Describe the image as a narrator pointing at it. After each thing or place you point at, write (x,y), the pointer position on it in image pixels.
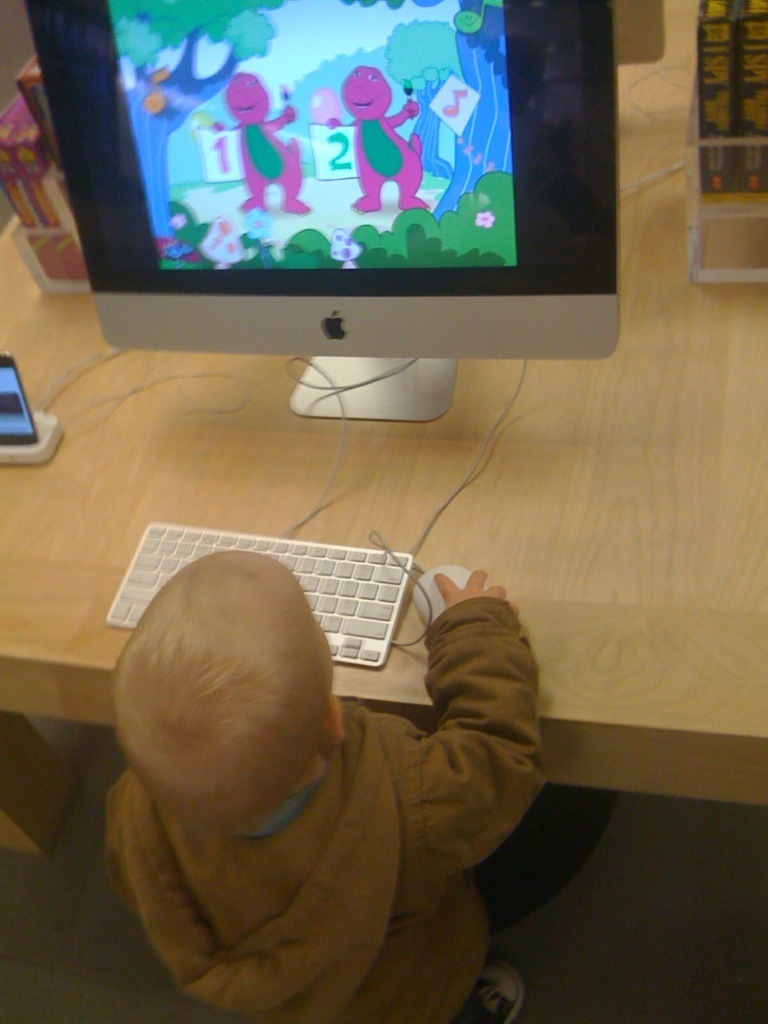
Here is a small boy (388,846) standing and playing game in the computer (410,348). This is a table (673,635) with a monitor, keyboard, mouse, cell phone charger (38,421) with cell phone (27,406) placed in it and some books (41,220).
